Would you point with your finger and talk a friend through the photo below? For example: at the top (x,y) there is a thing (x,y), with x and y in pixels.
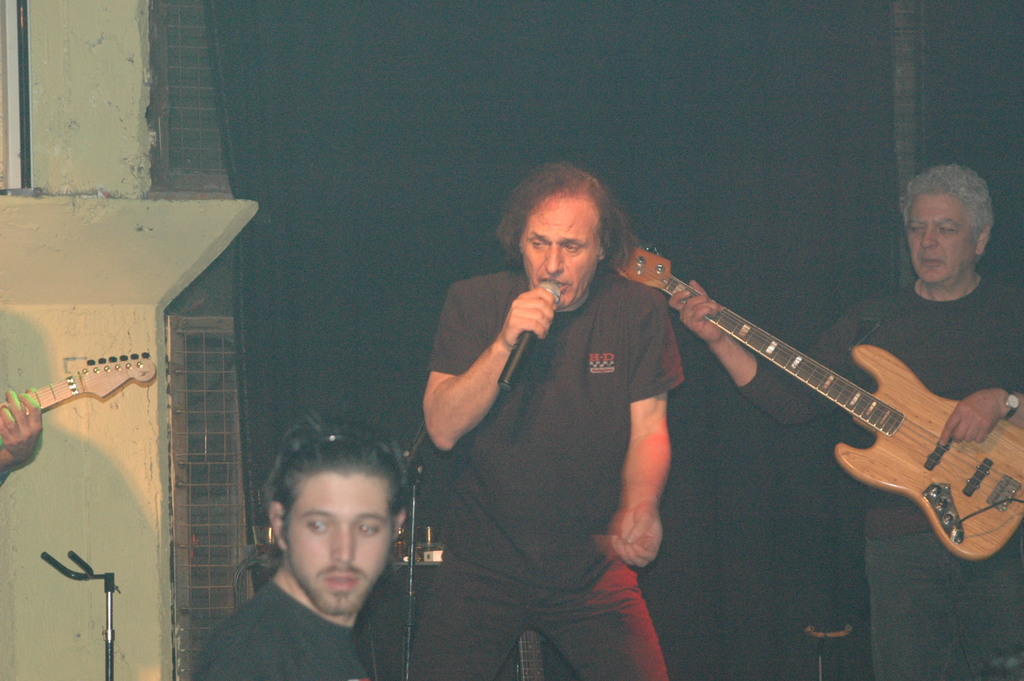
This picture seems to be inside. On the right (946,333) there is a man (1002,306) wearing black color t-shirt (1005,341), standing and holding guitar (923,452). In the center (559,247) there is a man (589,420) wearing t-shirt (591,498), standing and singing. On the left (333,526) there is a man (284,642) wearing black color t-shirt (283,639). On the left corner (27,406) there is a man (22,427) seems to be playing guitar (91,380). In the background (52,178) there is a wall (67,312) and a curtain (586,39).
